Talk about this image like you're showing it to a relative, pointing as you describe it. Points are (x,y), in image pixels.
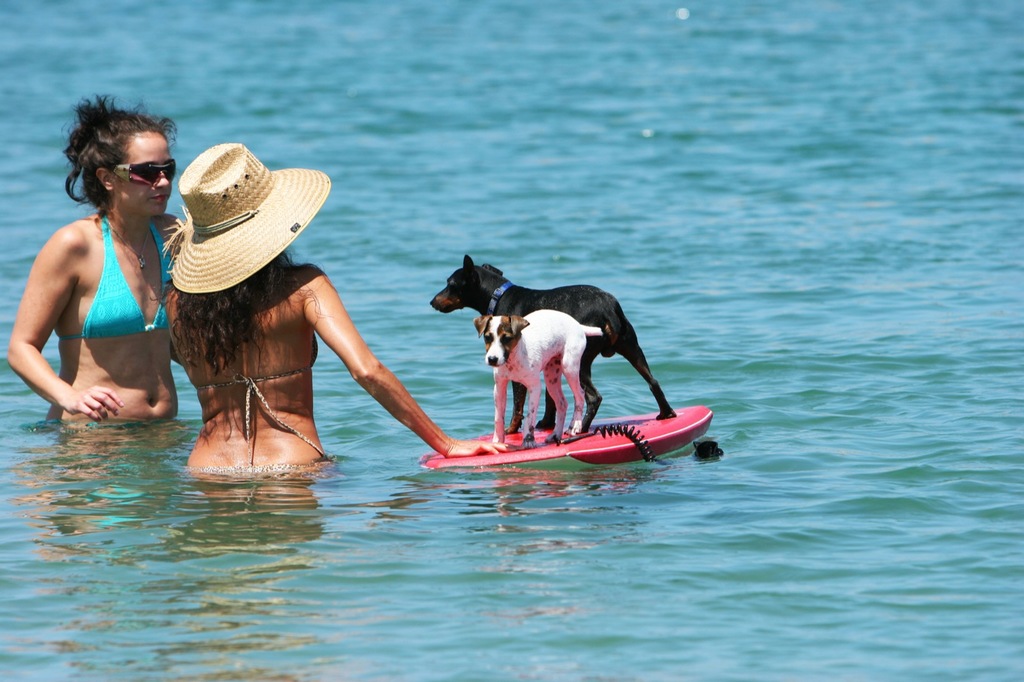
As we can see in the image there are two women (108,276) and two dogs (579,384) standing on surfboard (556,451). There is water (562,121). The dog (527,368) standing in the front (535,380) is in white color and the other dog (578,303) is in black color.
